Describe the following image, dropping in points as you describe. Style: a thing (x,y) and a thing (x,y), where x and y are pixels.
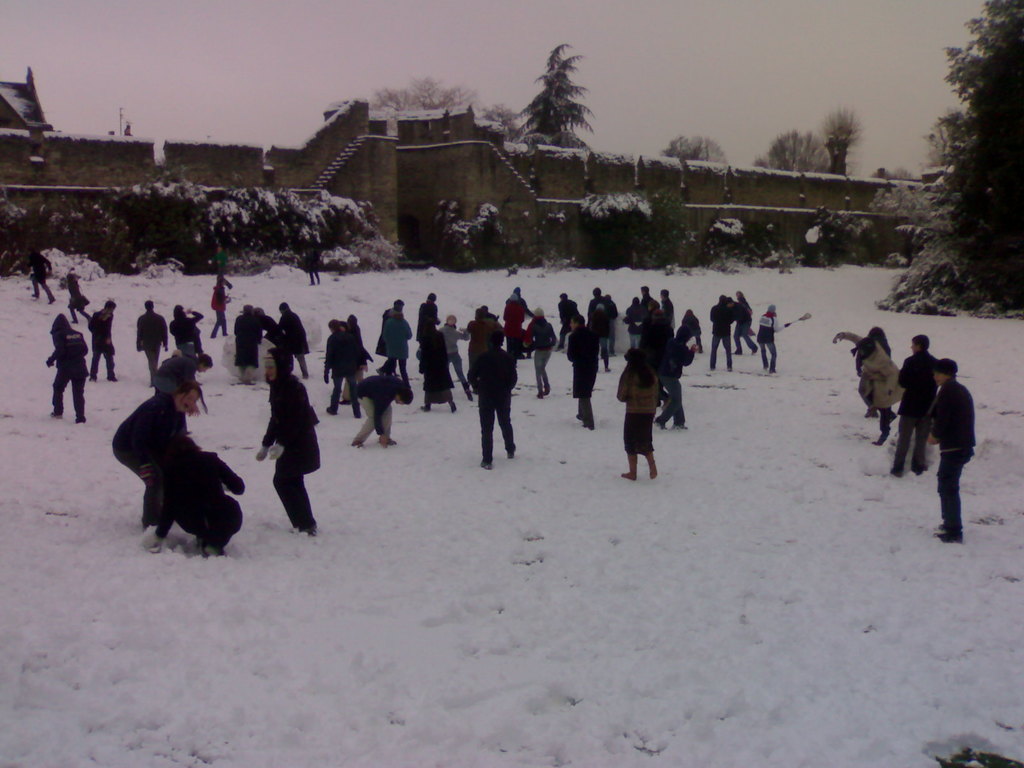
This image consists of many persons (910,408). They are playing with the snow (578,489). At the bottom (454,648), there is snow (406,729). In the background (533,208), we can see the plants (125,217) and a wall (587,180) along with the steps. On the right (971,167), there are trees (995,198). At the top (546,25), there is sky (343,69).
